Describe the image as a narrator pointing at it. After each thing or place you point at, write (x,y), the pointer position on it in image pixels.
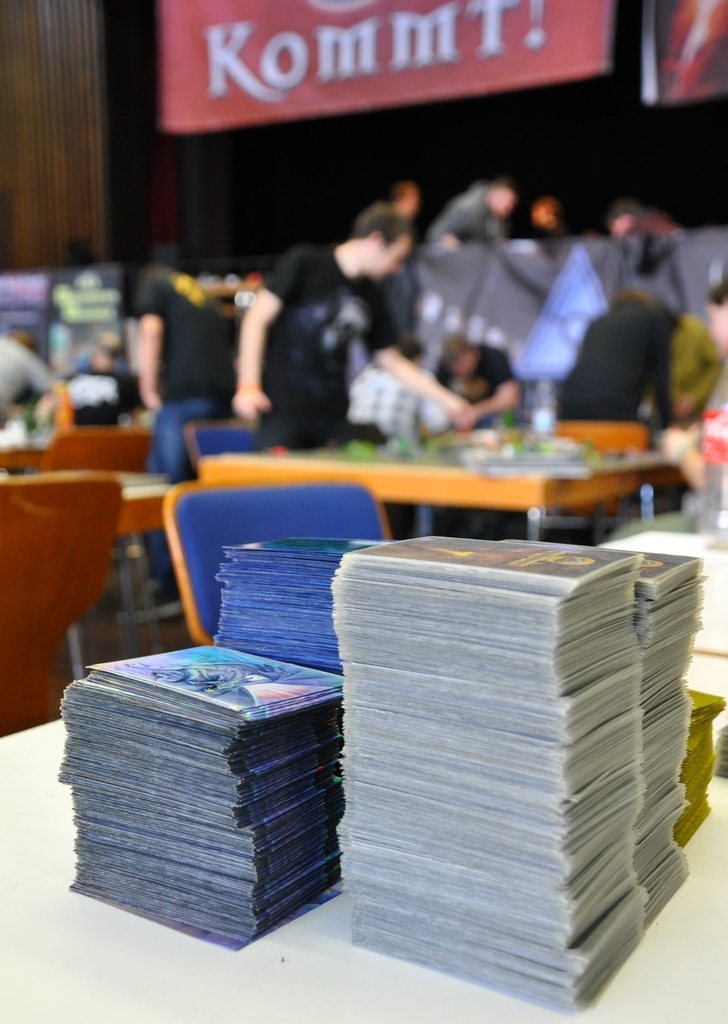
In this image I see a table (166,946) over here on which there are number of cards (331,664) and I see a chair (275,518) over here and I see that it is blurred in the background (346,198) and I see few people (309,266) and I see few tables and chairs (40,531) and I see a red color banner (169,23) over here on which there is a word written and it is a bit dark over here.
